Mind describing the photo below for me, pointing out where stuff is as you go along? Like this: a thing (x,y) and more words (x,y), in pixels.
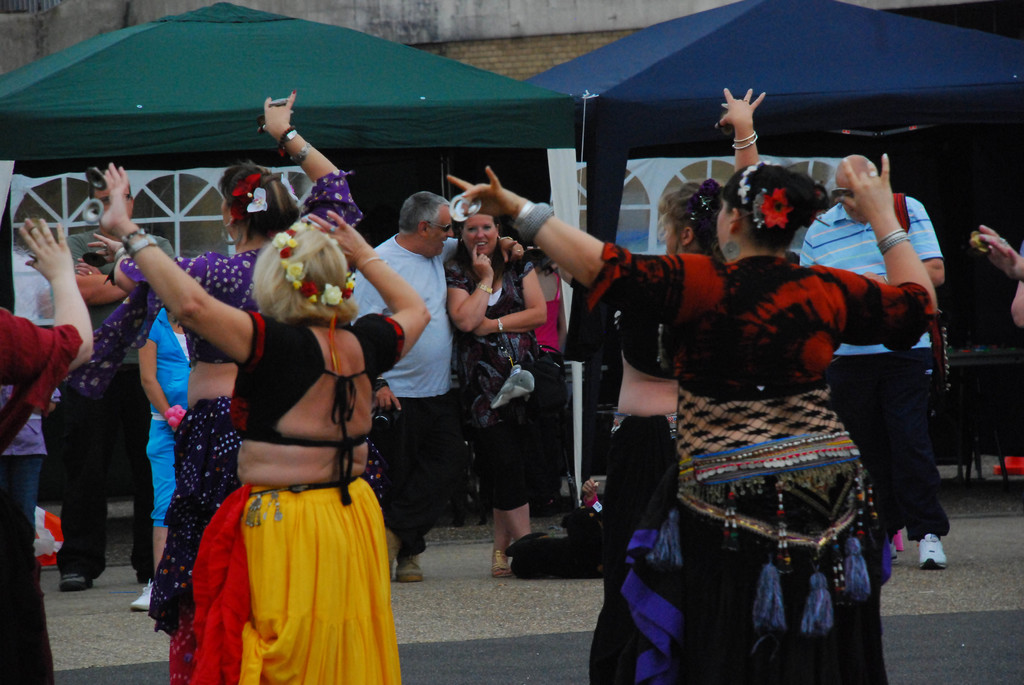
In this image we can see people (500,548) standing on the road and some are wearing costumes (749,427). In the background (358,137) there are tents (468,82) and buildings (452,49).
